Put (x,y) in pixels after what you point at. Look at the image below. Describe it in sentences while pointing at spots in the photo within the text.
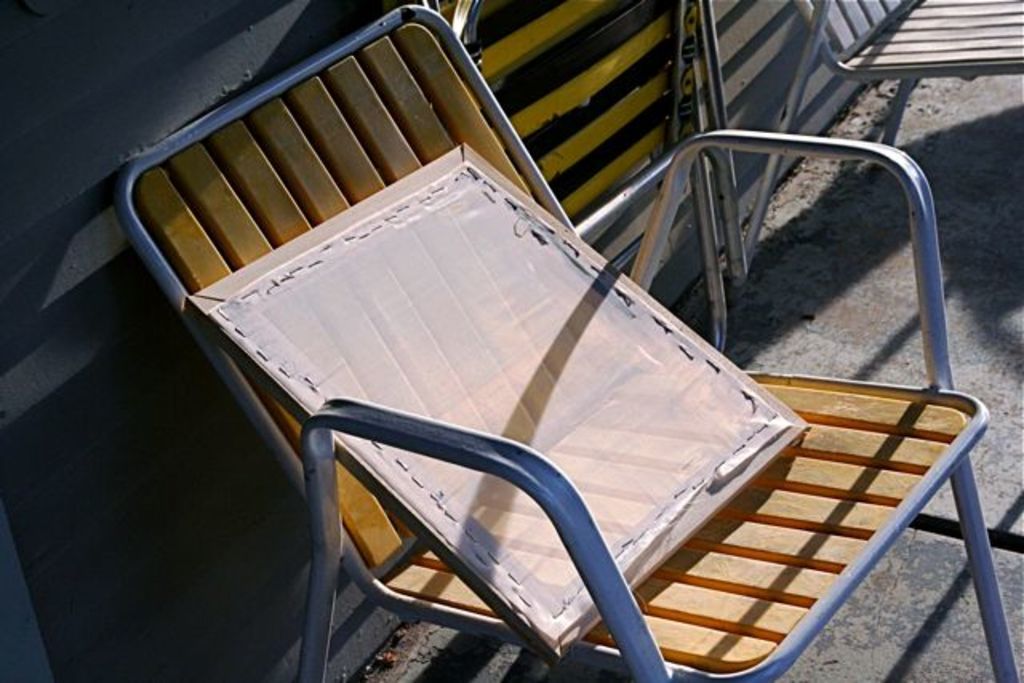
In this image, we can see a chair (979,534). Here there is an object (647,469) is placed on it. At the bottom (919,560), we can see surface (841,641). Background (239,65) there is a wall (244,84). Top of the image (677,36), we can see two chairs (668,135) on the surface (824,291).
